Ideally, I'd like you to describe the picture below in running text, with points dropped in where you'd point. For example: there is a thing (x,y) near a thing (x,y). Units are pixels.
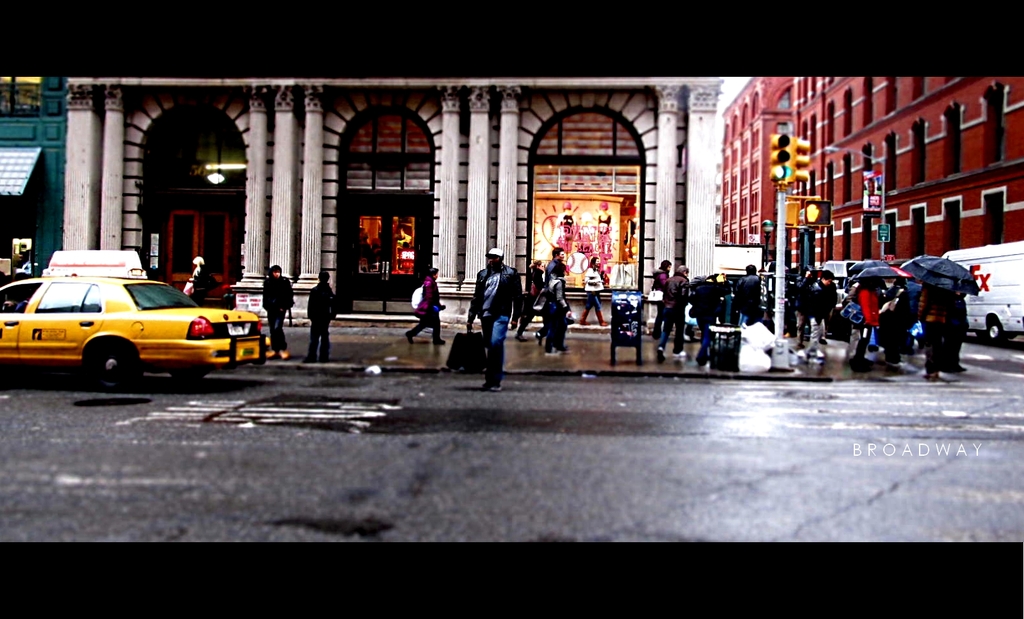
This picture describe about the view of the roadside (212,383). In front (113,368) there is a yellow color taxi (170,326). Behind there is a white arch building (312,187) with big pillar (480,219). On the right side (864,281) we can see some persons (907,328) standing and holding the umbrella (880,262) waiting on the zebra crossing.
